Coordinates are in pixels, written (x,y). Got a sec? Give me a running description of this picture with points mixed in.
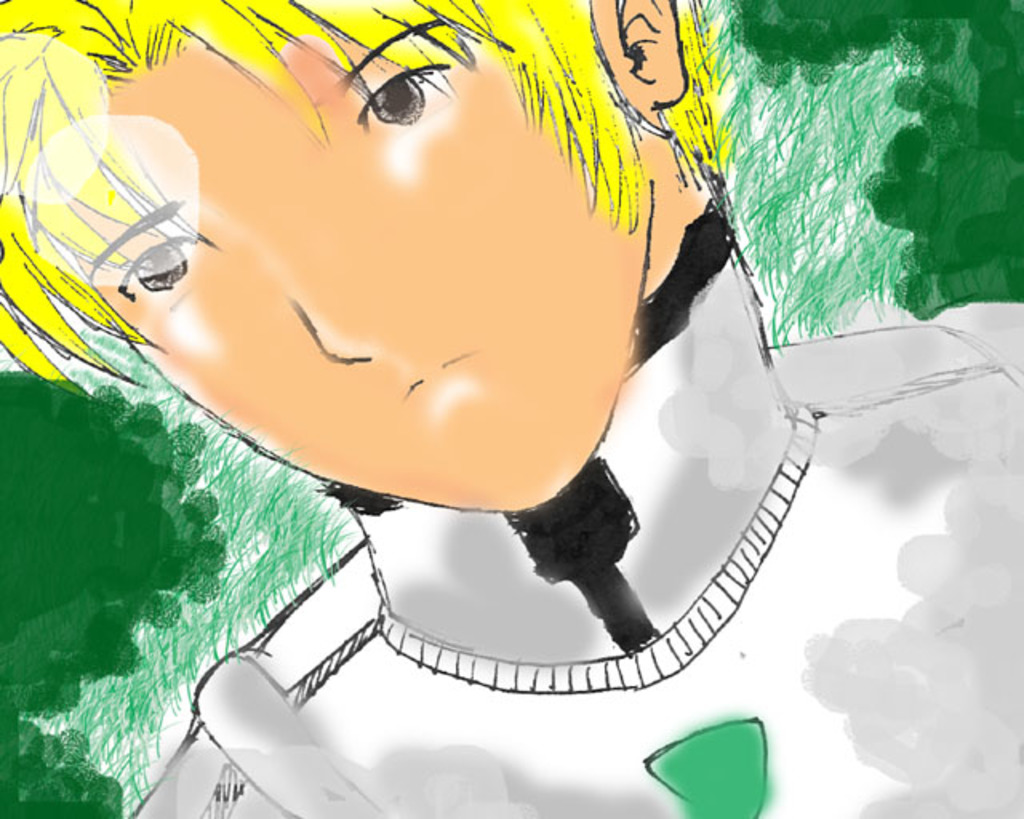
It is a graphical image. In the center of the image (456,369) we can see one person (606,569). And we can see the green and white colored background (95,553).
